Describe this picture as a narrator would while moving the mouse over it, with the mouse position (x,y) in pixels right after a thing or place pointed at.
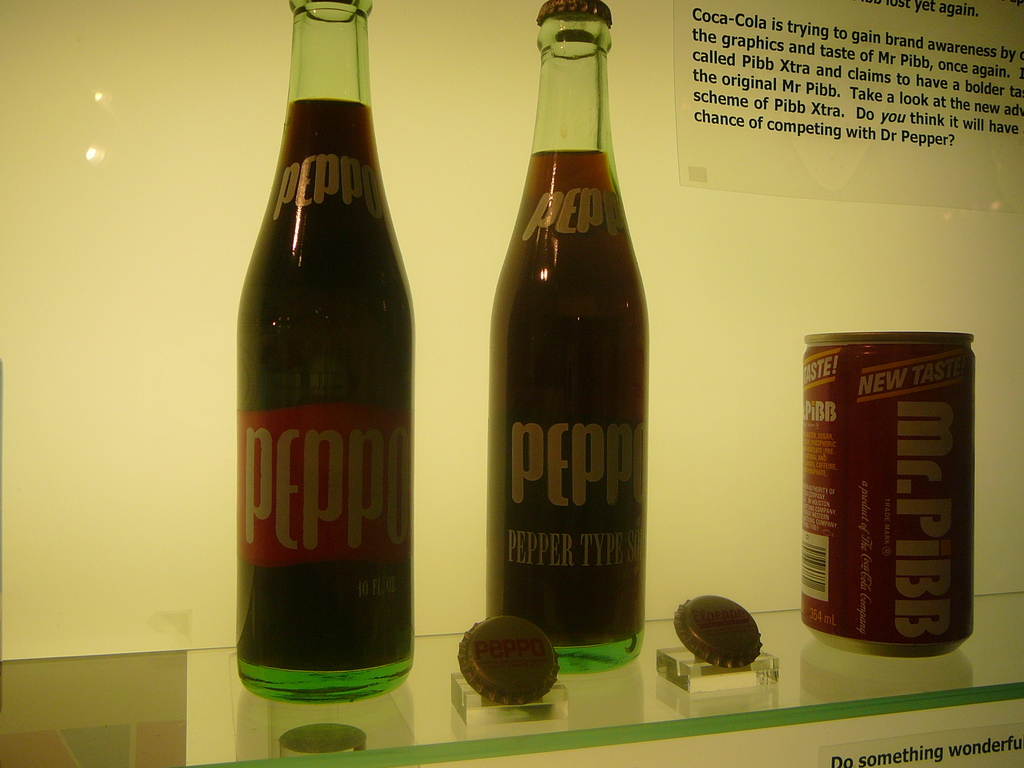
In the image we can see two bottles (354,461) and one can (903,387), written as "New Taste". In the background (721,591) there is a wall (519,177).
